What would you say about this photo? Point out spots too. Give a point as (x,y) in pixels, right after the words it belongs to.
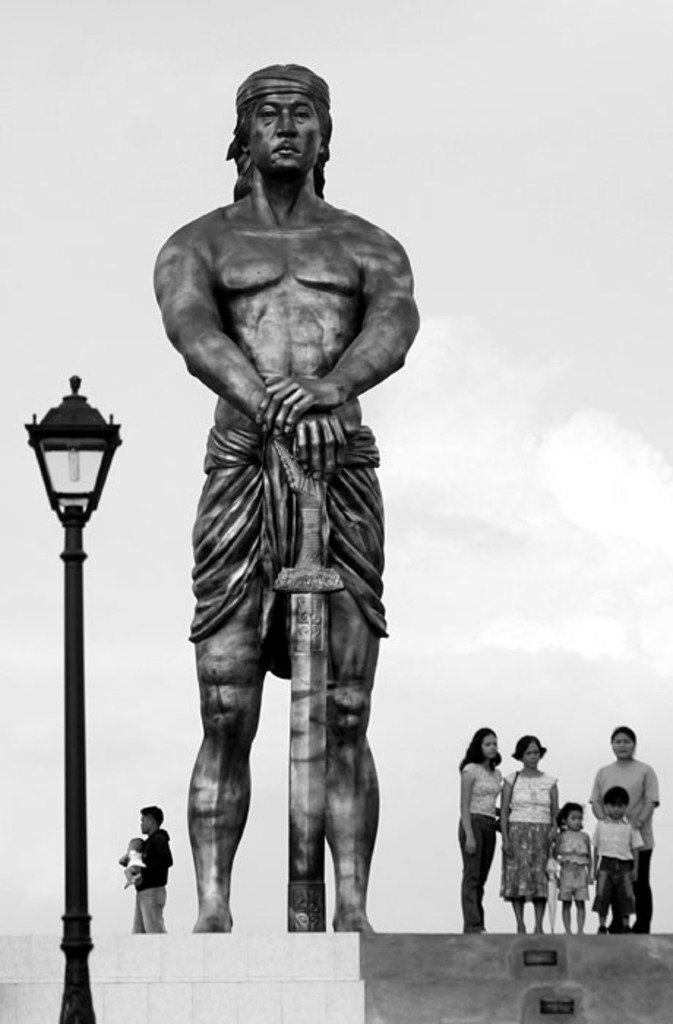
In this picture there is statue of person (350,433) standing holding the sword (312,928) and there are group of people (469,780) standing and there is a person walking and holding the kid (134,873). In the foreground (77,1022) there is a street light (72,554). At the top (485,285) there is sky (485,285).
